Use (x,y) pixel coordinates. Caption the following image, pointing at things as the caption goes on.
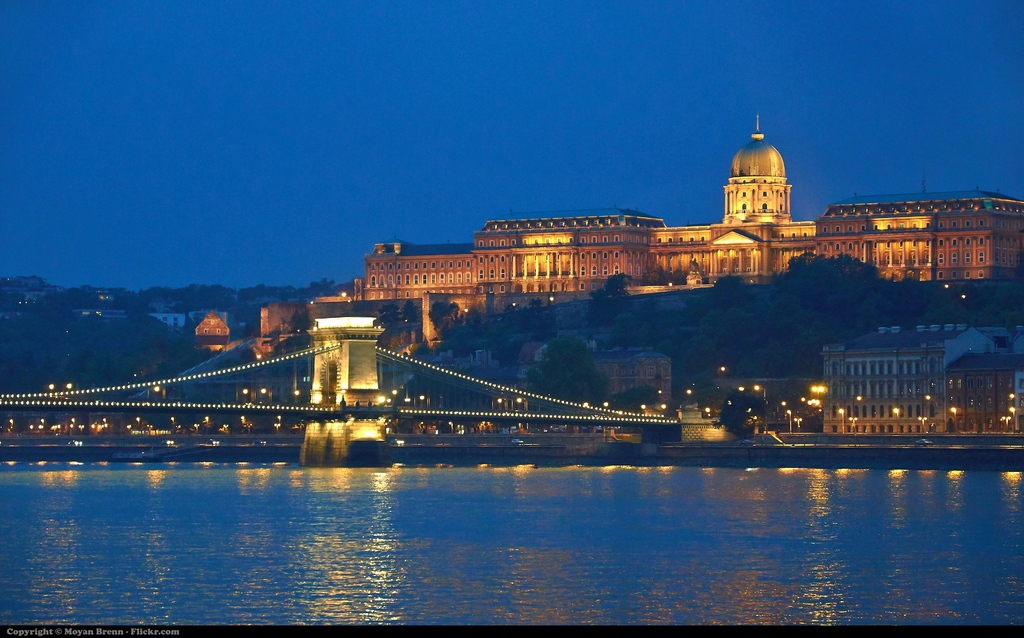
To the bottom of the image (252,465) there is water (164,465). Above the water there is a bridge (644,423) with lights (266,408). And in the background (600,379) there are trees (690,372), buildings (506,265) with lights (541,239). There is a place (932,271) with lights (789,413), pillars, walls (920,258) and windows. And also there are many streetlight poles (40,428). To the top of the image (617,65) there is a sky (600,65).
